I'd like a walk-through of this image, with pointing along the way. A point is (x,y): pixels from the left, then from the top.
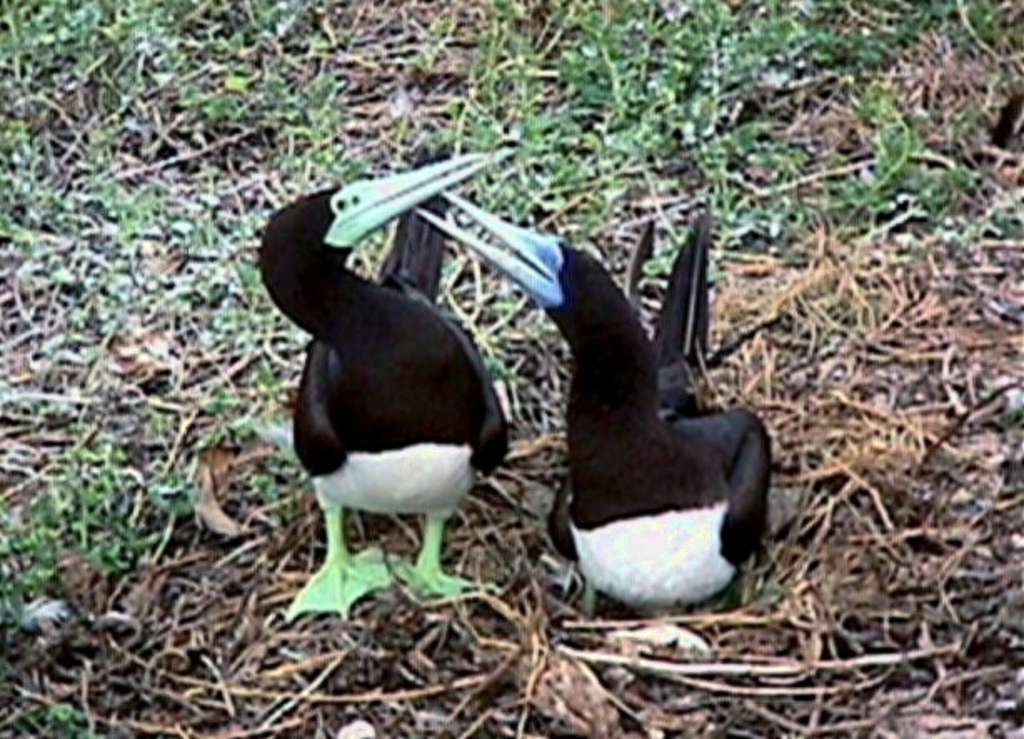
In this image we can see there are birds (492,410) on the ground (501,350). At the back (325,141) there is a grass (176,488).
